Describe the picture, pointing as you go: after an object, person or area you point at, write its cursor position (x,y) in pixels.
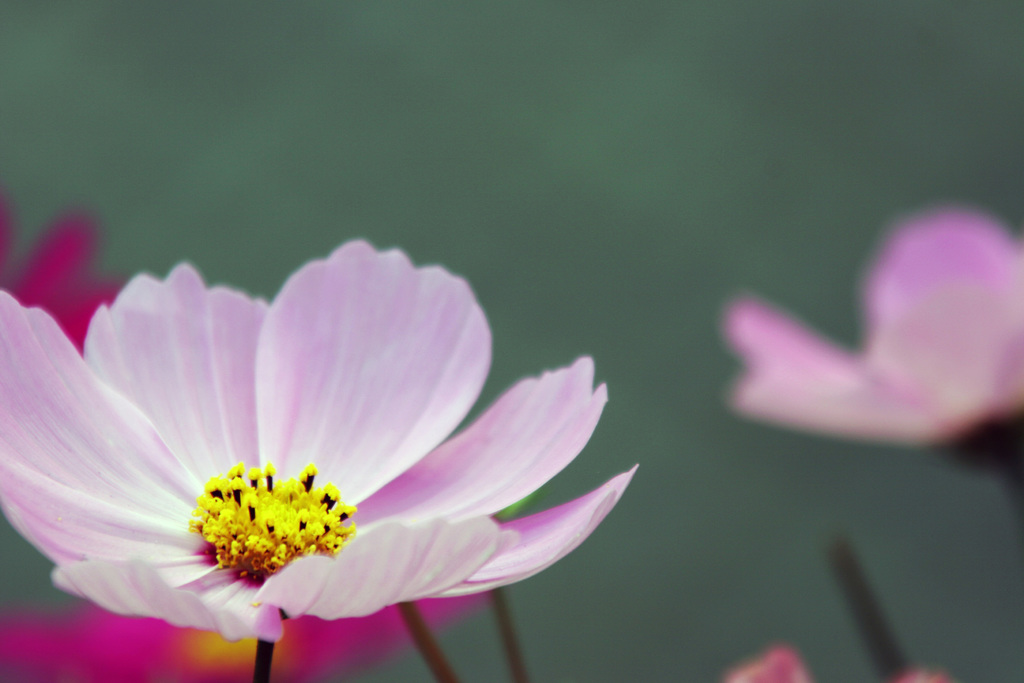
In this image I can see some flowers (332,523) to the stems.
